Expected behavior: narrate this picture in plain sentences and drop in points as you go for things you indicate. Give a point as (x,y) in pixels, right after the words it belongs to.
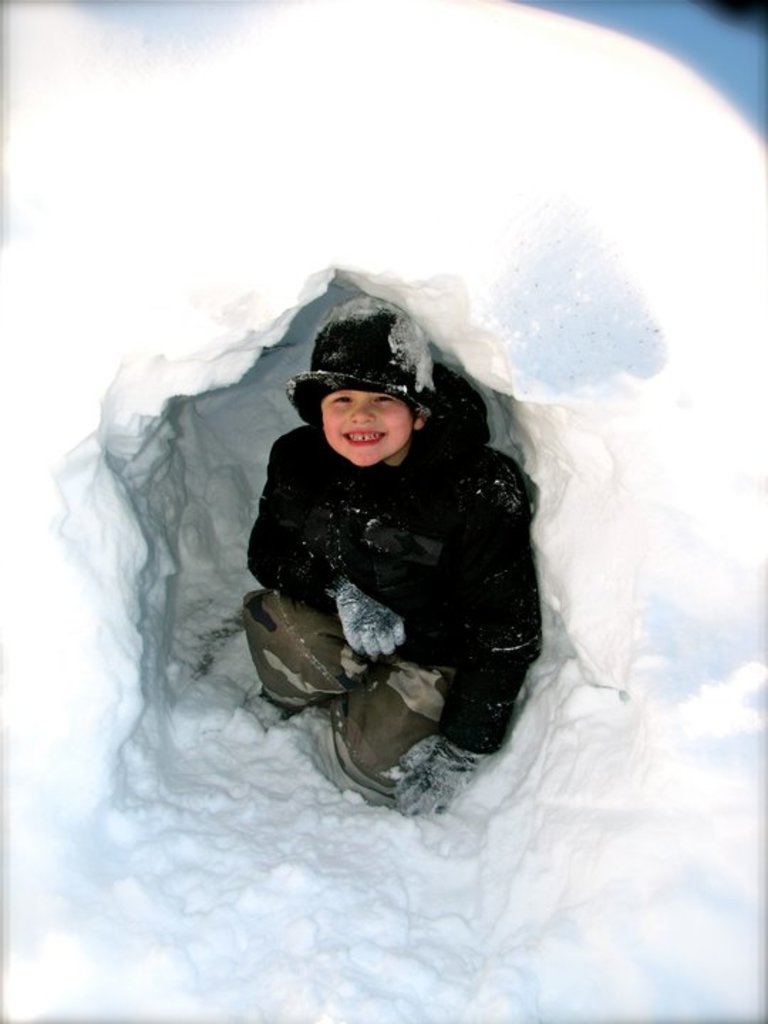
In this image I can see a boy (331,472) visible under snow tent (246,322).
